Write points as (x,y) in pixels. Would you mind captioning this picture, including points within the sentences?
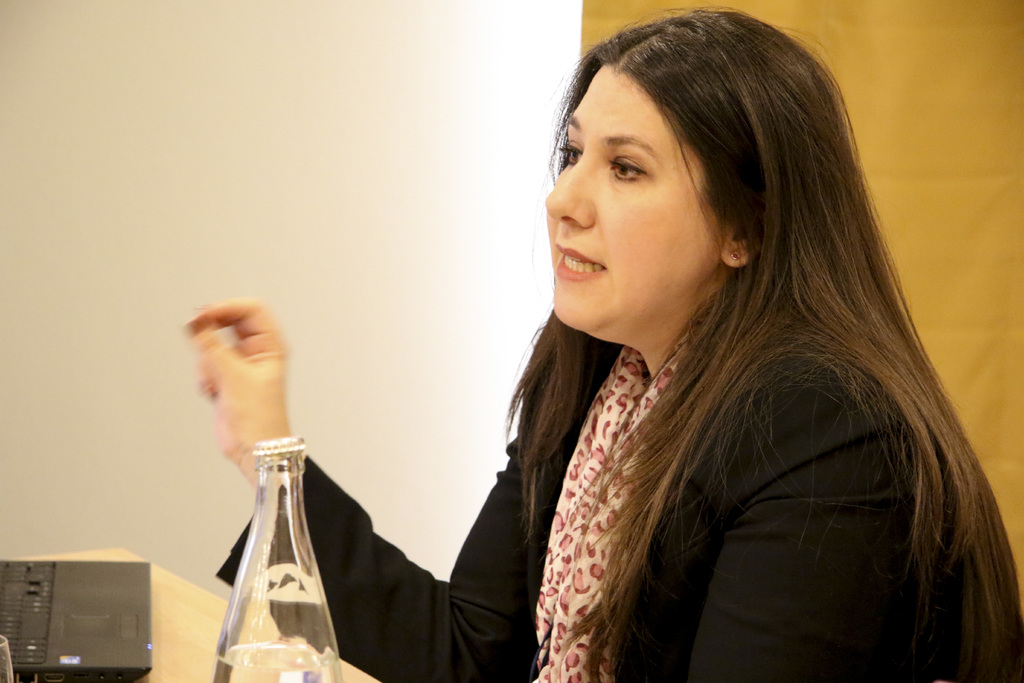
Bottom right side of the image (830,545) there is a woman (604,283) speaking. Bottom left side of the image (112,559) there is table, On the table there is a laptop (85,619) and there is a bottle (287,439). Top left side of the image (203,82) there is a wall (207,63).
